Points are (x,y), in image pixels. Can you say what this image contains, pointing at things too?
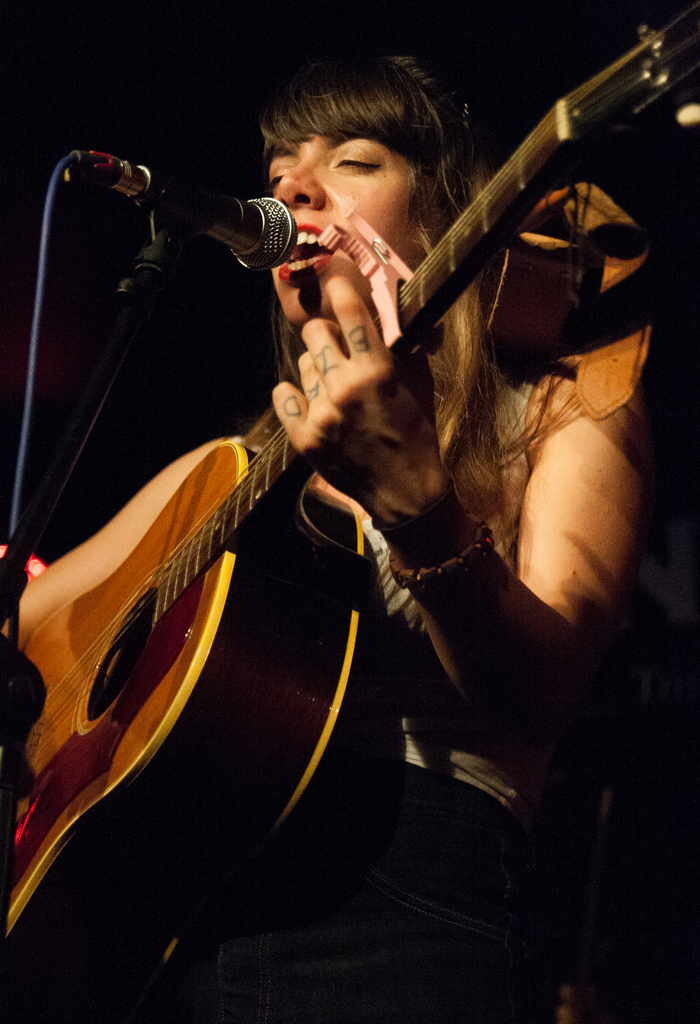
In this picture there is a lady (451,522) who is holding a guitar (309,649) and singing in front of the mic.
